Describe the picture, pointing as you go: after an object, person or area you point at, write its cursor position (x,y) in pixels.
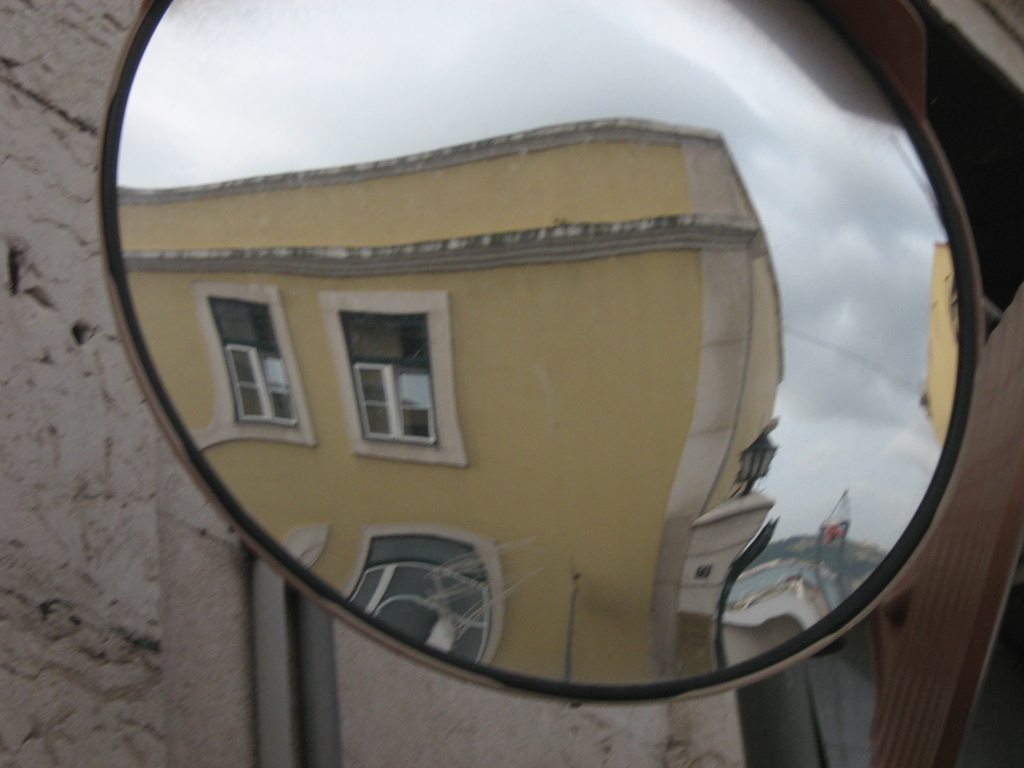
In this image there is a reflection (516,197) of buildings (669,477), light (756,443) and sky (851,152) on the road safety mirror (433,312), and in the background (178,599) there is wall (222,638).
